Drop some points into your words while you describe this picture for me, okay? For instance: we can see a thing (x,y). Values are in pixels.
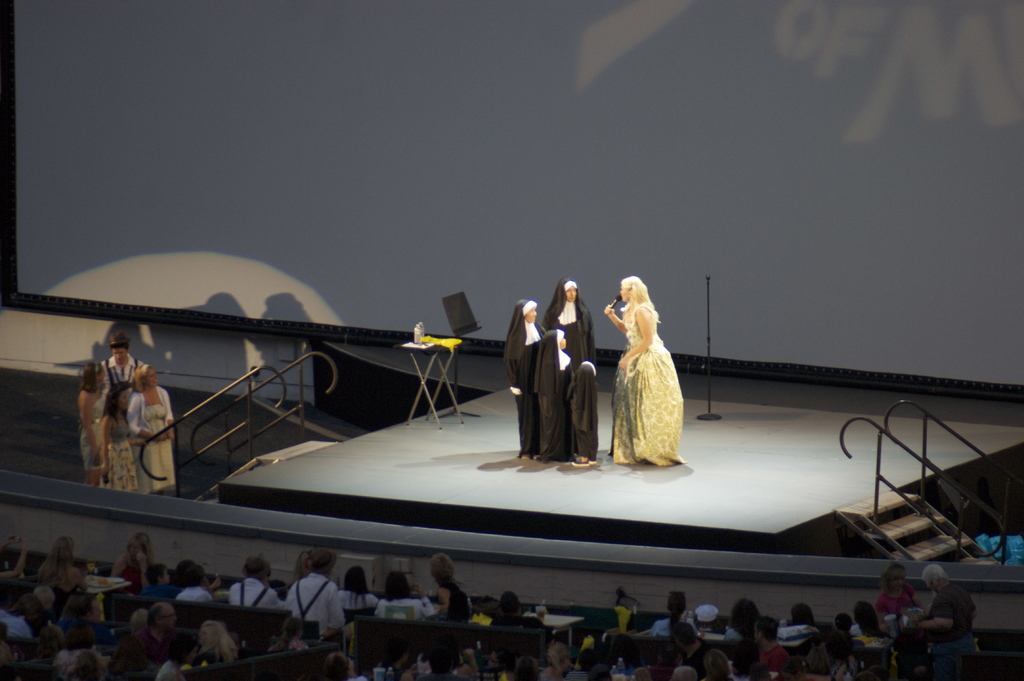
In the picture we can see a play on the stage (694,479) and near it, we can see a few people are standing near the railing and in front of them we can see audience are sitting and watching the play.
